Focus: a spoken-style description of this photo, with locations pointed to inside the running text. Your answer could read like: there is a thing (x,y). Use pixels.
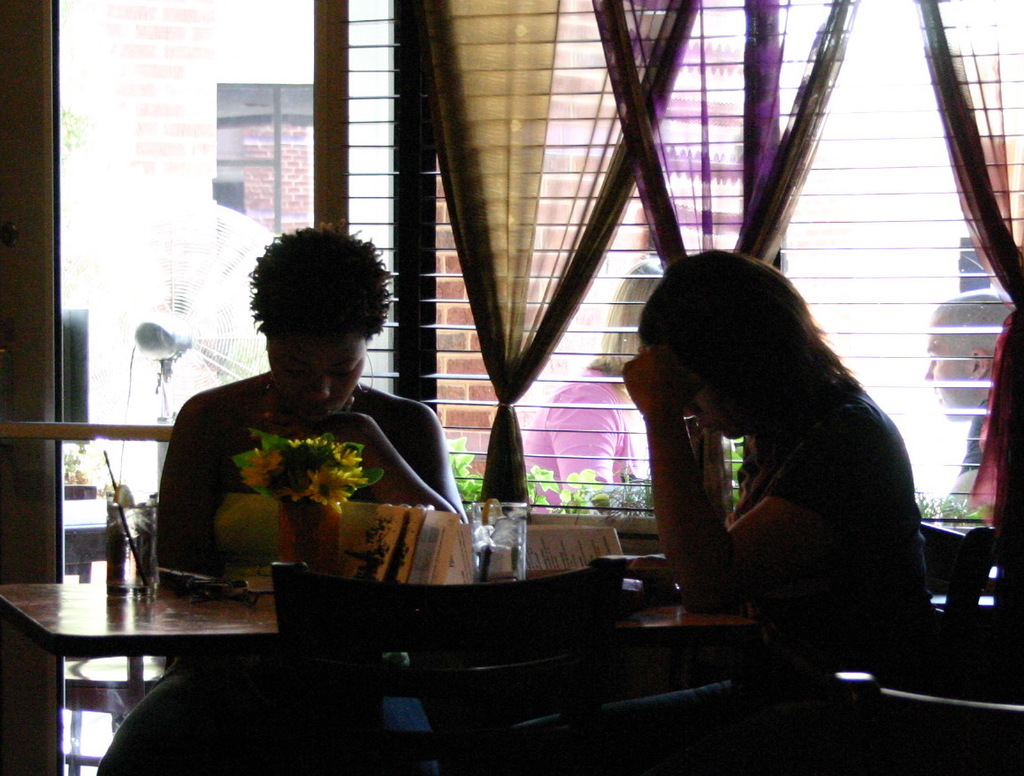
In this picture there are two persons (740,527) sitting on the chair (965,583). In the center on the table (178,610) there is a flower (303,482), papers (368,538) and glass (523,541). In the background (281,131) there are windows (266,129) and curtain (628,126). Outside the window (578,335) there are two persons (573,396), building (174,74).
